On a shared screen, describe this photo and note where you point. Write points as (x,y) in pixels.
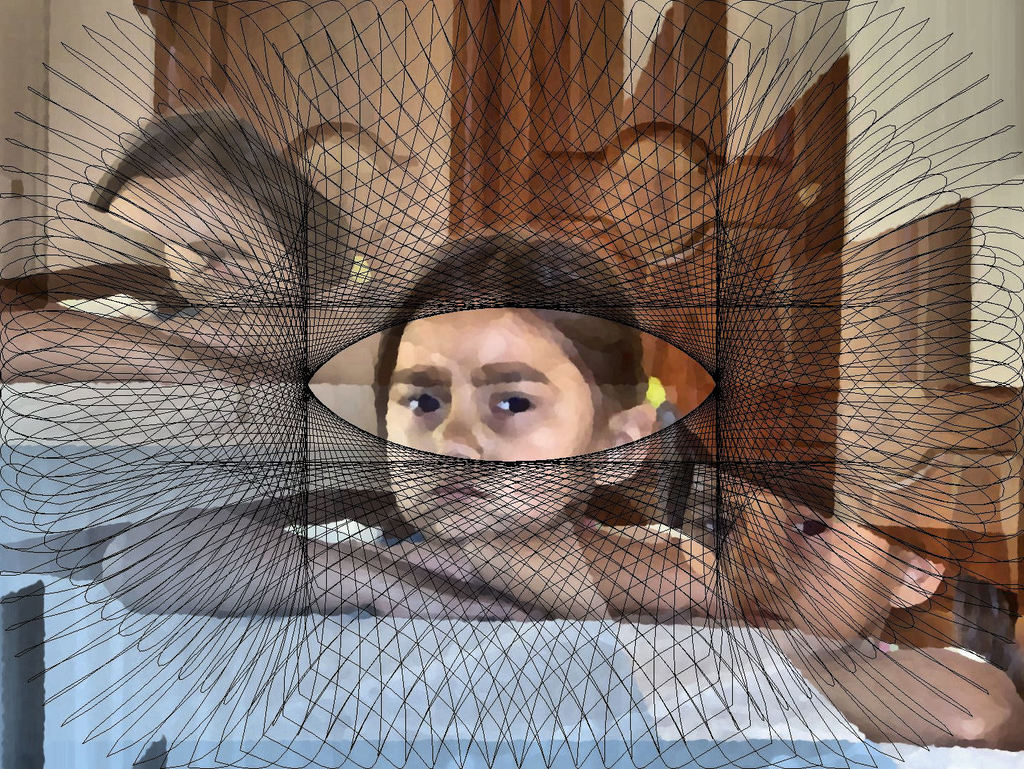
This is an edited image. In the center of the image (541,364) we can see some persons (902,599). In the background of the image (264,70) we can see the wall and door (657,136).
